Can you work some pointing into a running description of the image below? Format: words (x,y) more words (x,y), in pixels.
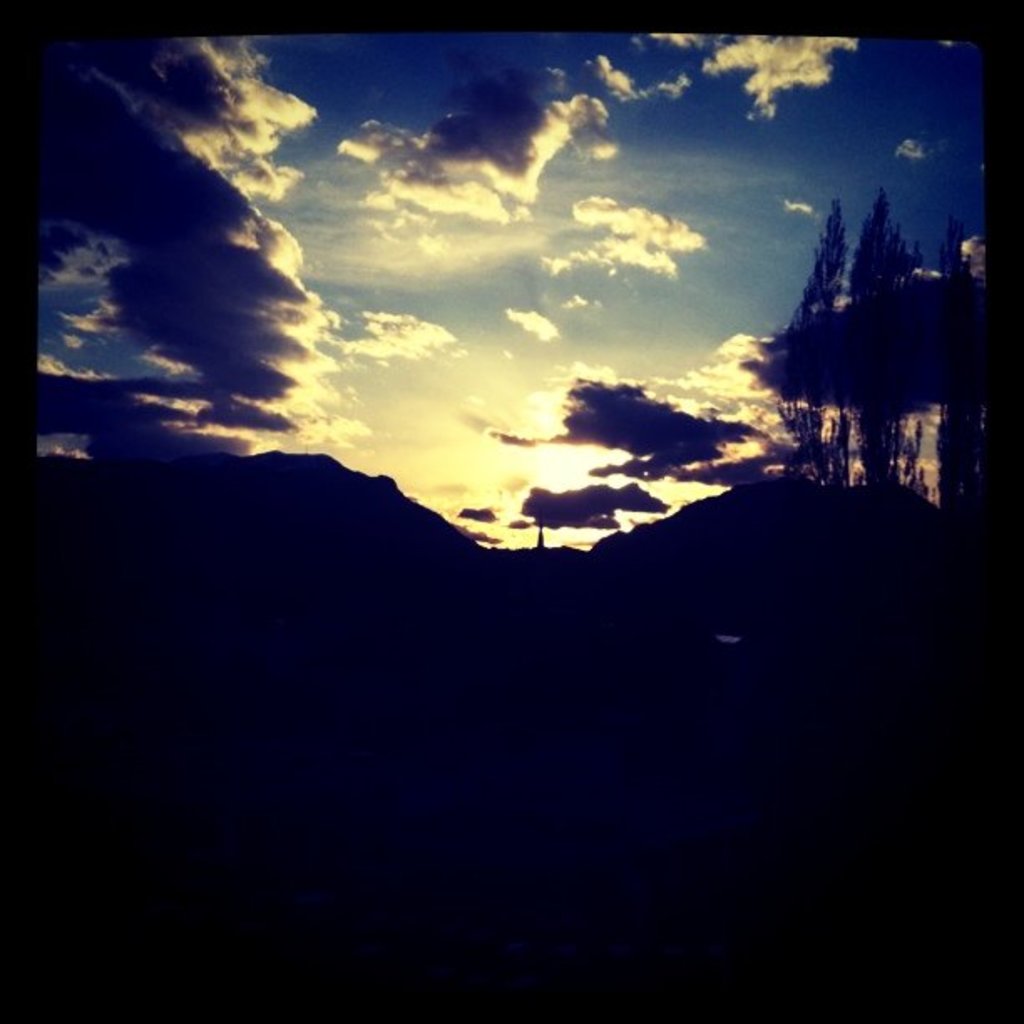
In this image, there is an outside view. In the foreground (795,523), there are hills (321,505). In the background (386,430), there is a sky (547,291).
